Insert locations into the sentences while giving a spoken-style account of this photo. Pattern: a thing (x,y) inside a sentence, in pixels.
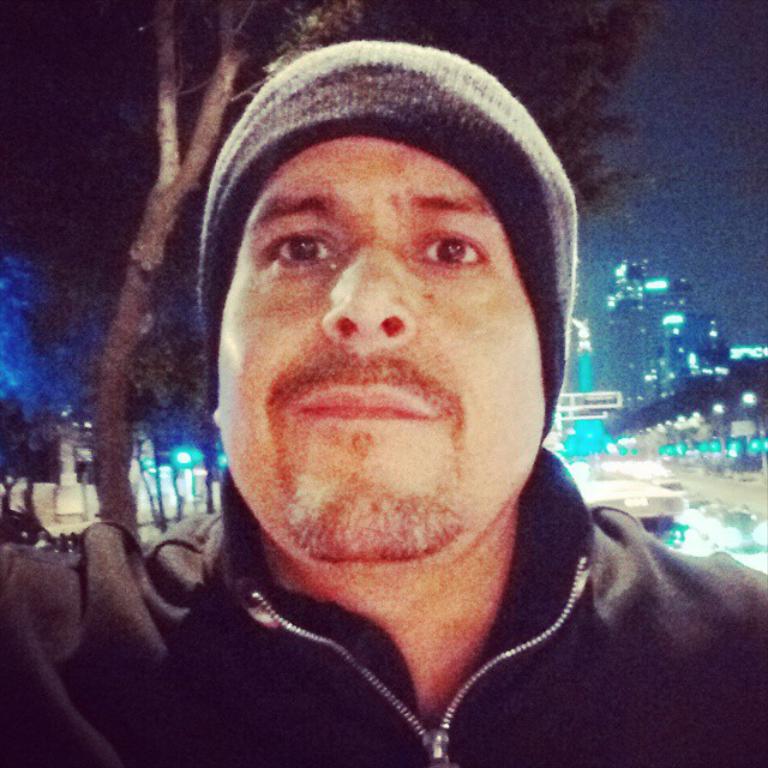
In this image in the foreground (288,434) there is one man (399,616) who is wearing a hat (481,185), and in the background (659,383) there are some buildings (663,396) trees (187,379) and lights (150,463). On the top of the image (673,147) there is sky (679,142).
